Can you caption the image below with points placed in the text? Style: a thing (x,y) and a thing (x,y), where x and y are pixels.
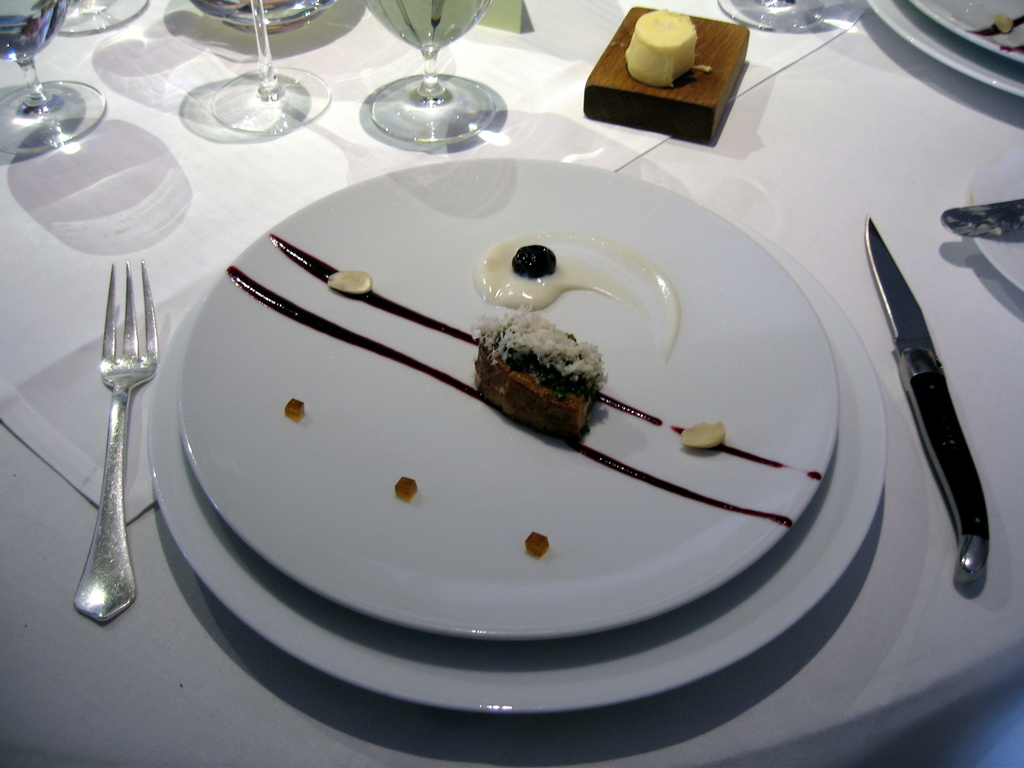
This is the table (93,193) covered with white cloth (71,269). I can see glasses (25,20), fork (134,380), knife (926,387), plates (422,485) and few other objects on the table (791,137). This looks like a dessert (548,375) on the plate (438,434).
